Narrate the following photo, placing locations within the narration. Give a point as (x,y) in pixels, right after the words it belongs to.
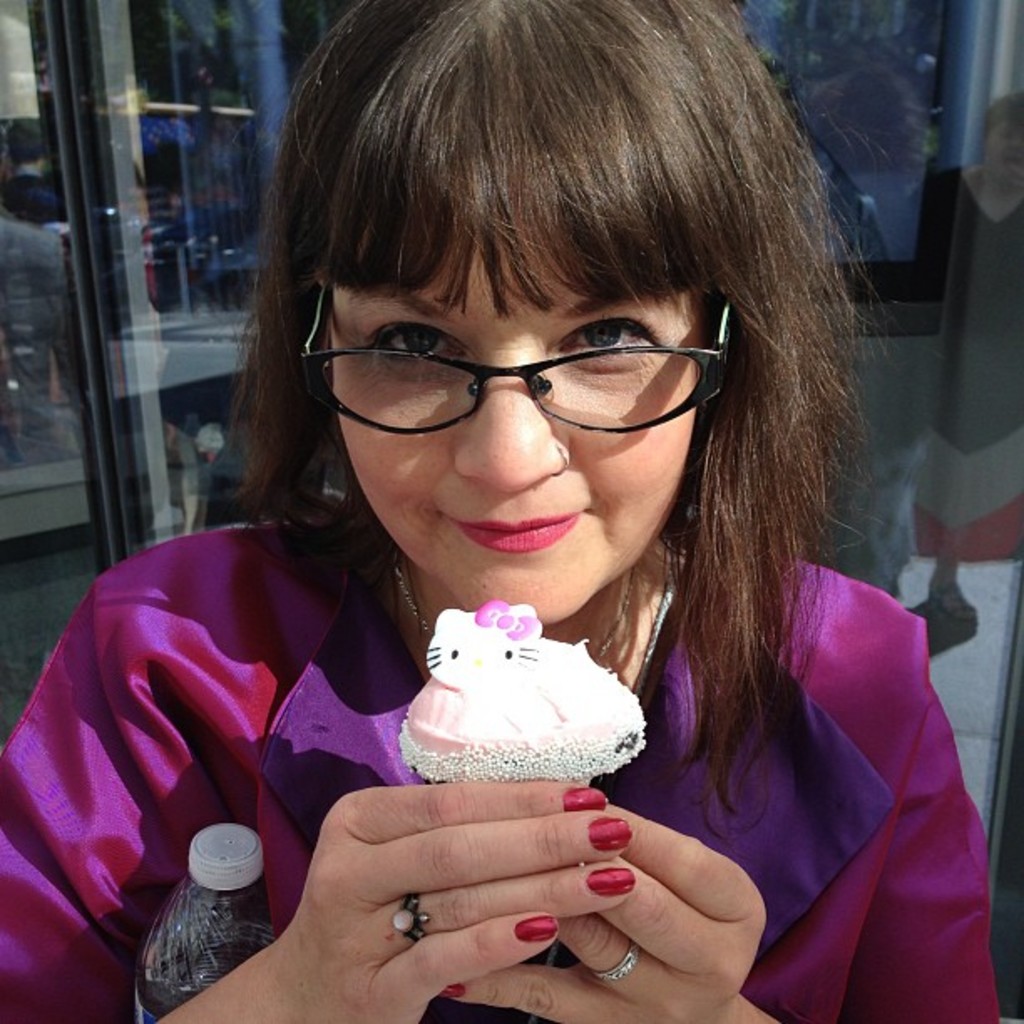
In this picture there is a woman (675,733), wearing a pink color dress (702,802). She is smiling. She is wearing black color spectacles (457,403) and there is a water bottle (222,914). In the background (162,324) there is a glass door (137,218).
